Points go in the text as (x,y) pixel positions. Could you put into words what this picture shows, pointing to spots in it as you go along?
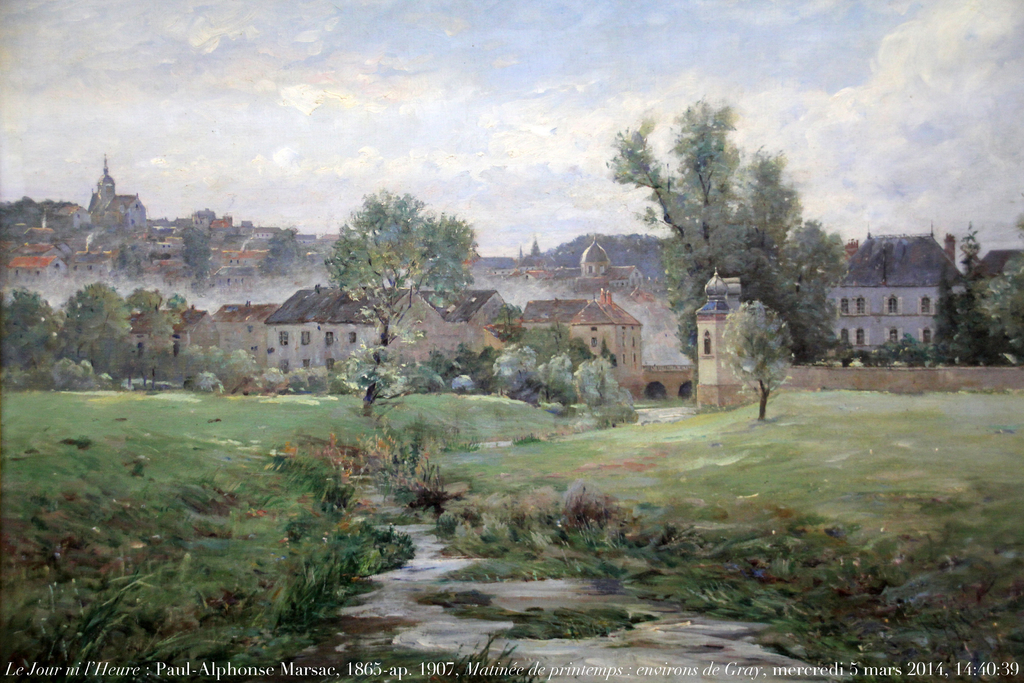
In the foreground of this painted image, there is a water (417,552) and grass (279,501). In the background (417,372), there are few buildings (496,306), trees (801,346) and the sky (513,115).
